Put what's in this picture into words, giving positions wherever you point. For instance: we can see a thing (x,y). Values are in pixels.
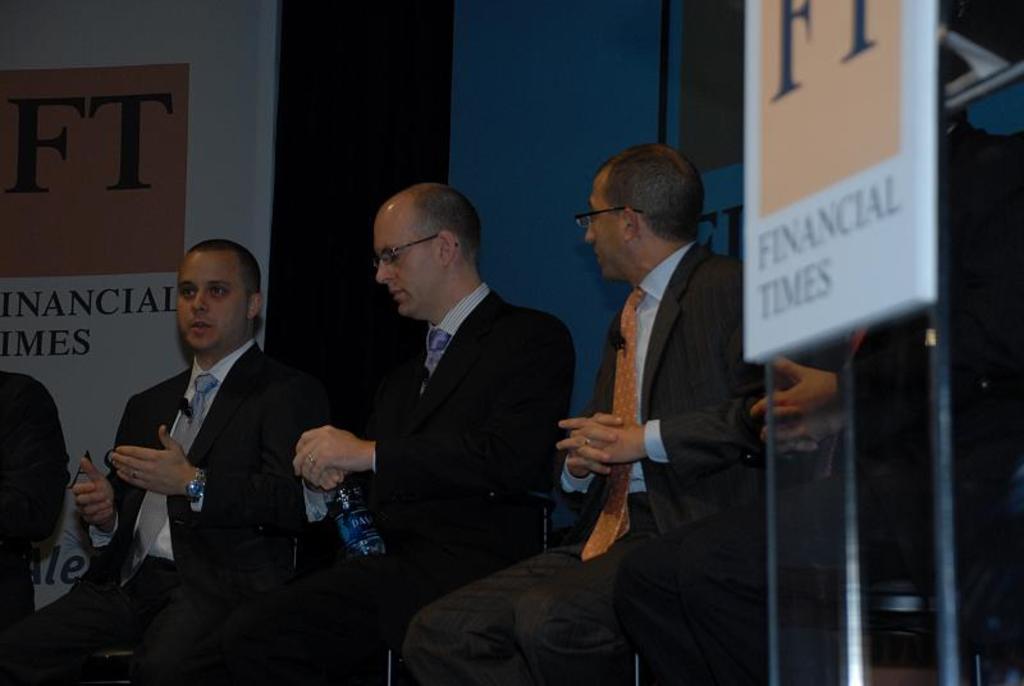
In this image we can see some people (388,503), bottle (356,548) and other objects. In the background of the image (495,119) there is a wall (620,142) and boards (102,149). On the right side of the image (845,370) there is a name board (885,41) with pole (947,552).
